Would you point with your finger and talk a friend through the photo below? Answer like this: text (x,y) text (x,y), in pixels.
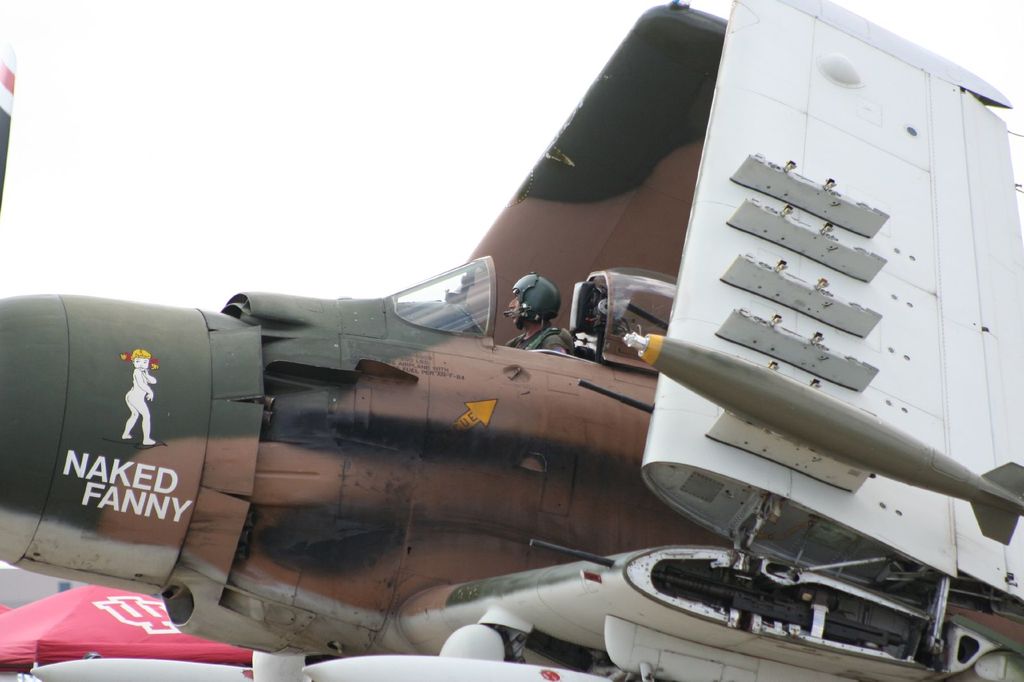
In the middle of the picture (544,302), we see the man (547,289) riding the airplane (391,481). It is in black, brown and white color. In the left bottom (65,615), we see a tent (126,650) in red color. In the background (215,140), we see the sky (215,140).
